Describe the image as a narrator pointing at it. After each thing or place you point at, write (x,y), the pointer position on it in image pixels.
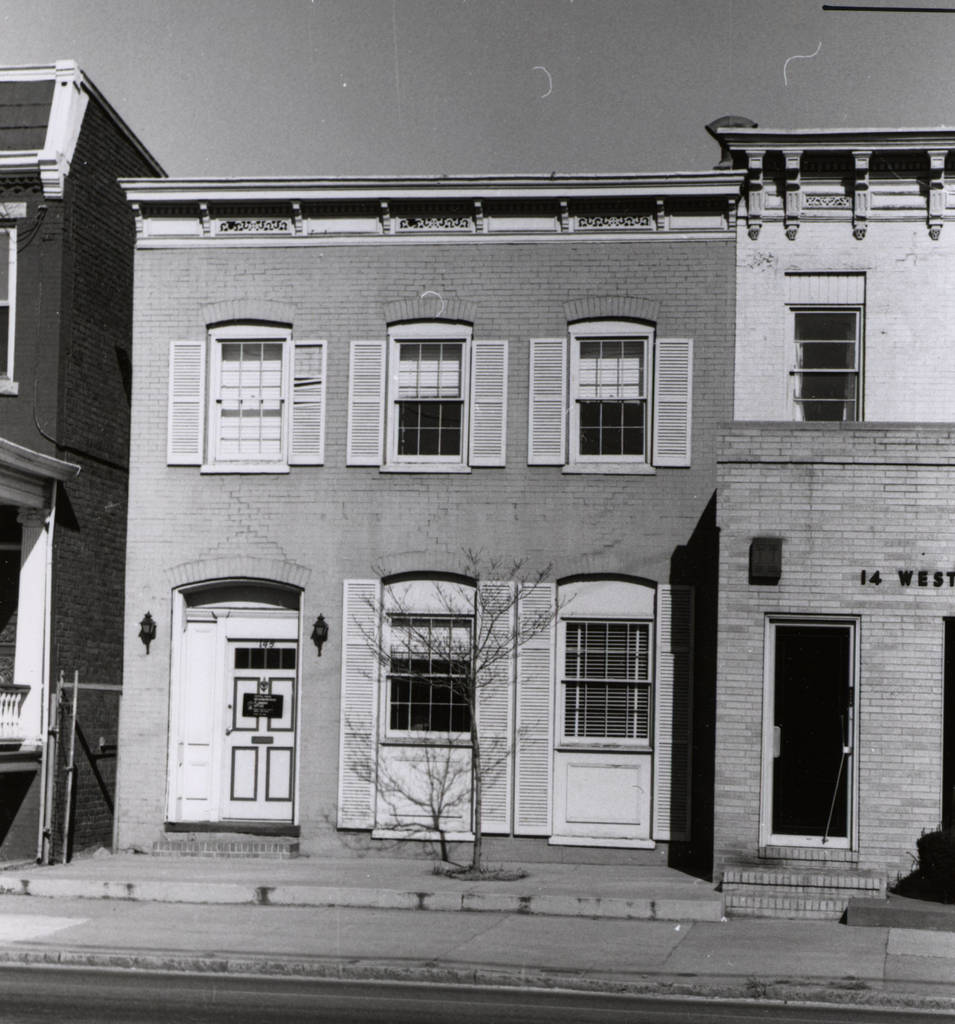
In the picture we can see a house building (222,850) with windows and door (247,759) and near it we can see a small tree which is dried and beside it we can see another house (796,820) with a door (847,645) and top of it we can see a window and behind the building (804,138) we can see a sky (156,149).
